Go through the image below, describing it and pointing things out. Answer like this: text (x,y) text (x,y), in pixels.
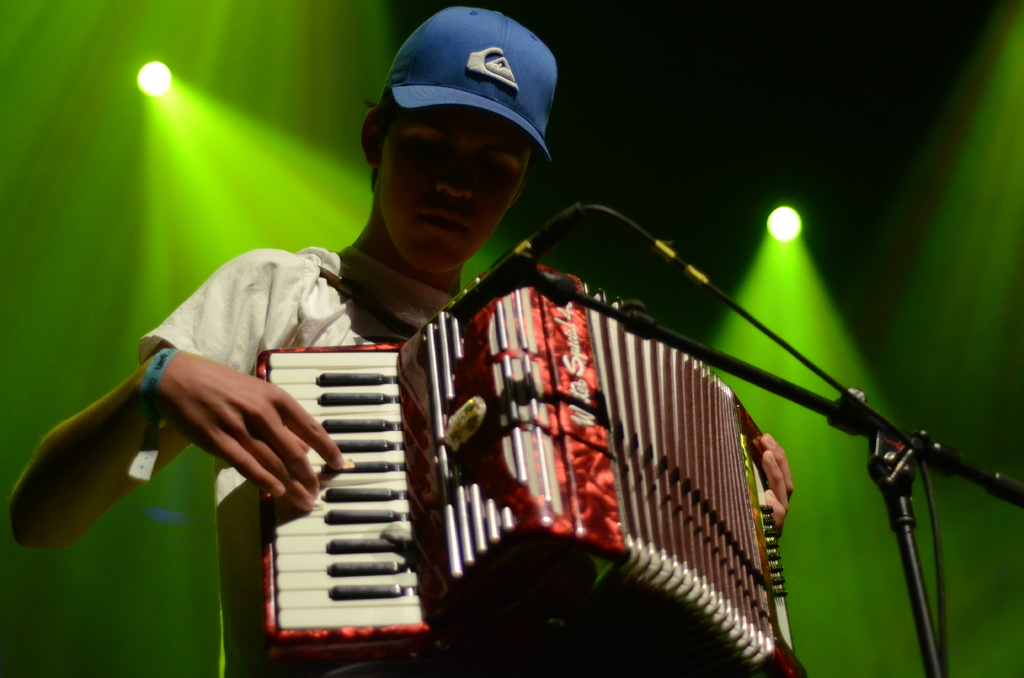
As we can see in the image there is a man (400,197) holding and playing musical instrument (382,497).
